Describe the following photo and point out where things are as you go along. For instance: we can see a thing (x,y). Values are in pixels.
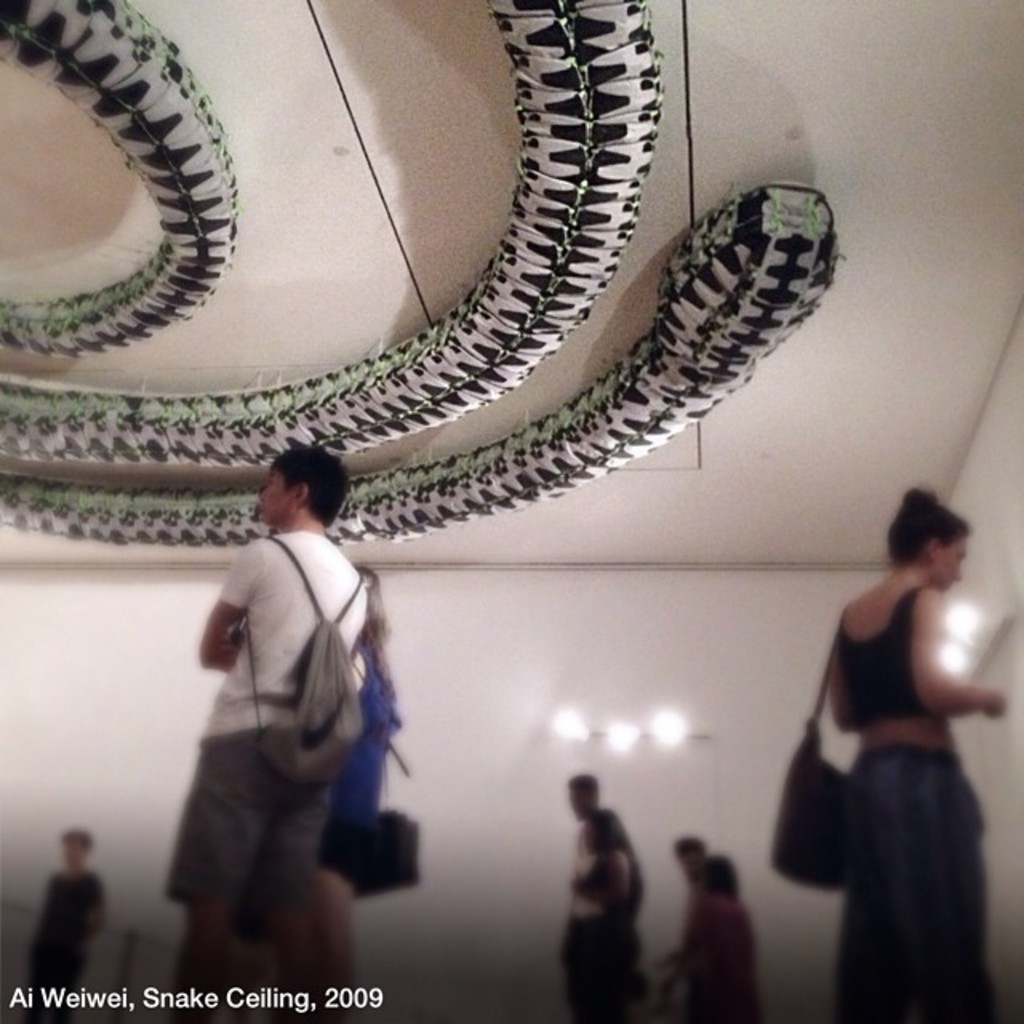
In this image people (948,821) are standing on the floor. At the back side (663,782) there are lights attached to the wall (540,626).
